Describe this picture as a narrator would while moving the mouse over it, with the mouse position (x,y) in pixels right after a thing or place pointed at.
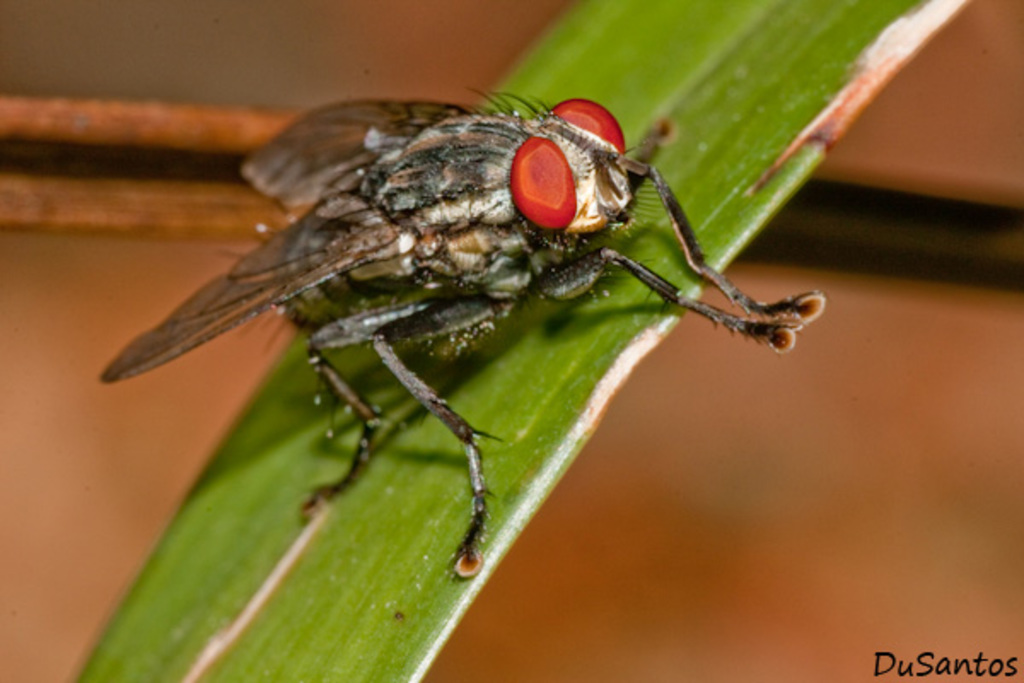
In the center of the image (429,259) we can see a fly (428,303) on the leaf (536,341).
